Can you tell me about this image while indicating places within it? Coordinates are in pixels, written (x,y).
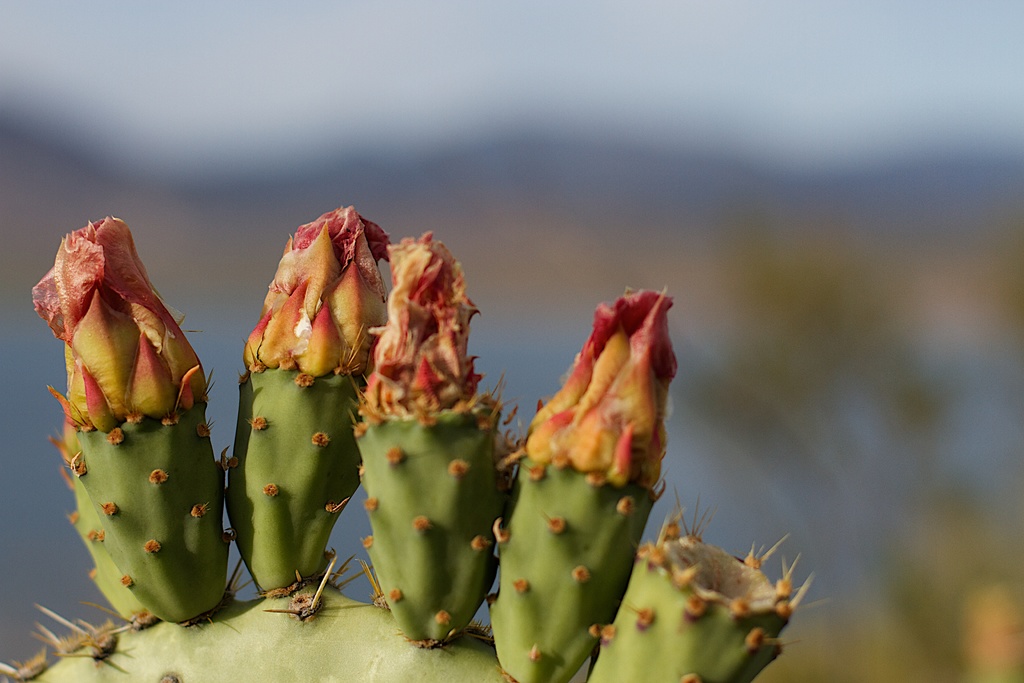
In this image there is a cactus plant (217,671) truncated towards the bottom of the image (382,603), the background of the image (449,128) is blurred.
